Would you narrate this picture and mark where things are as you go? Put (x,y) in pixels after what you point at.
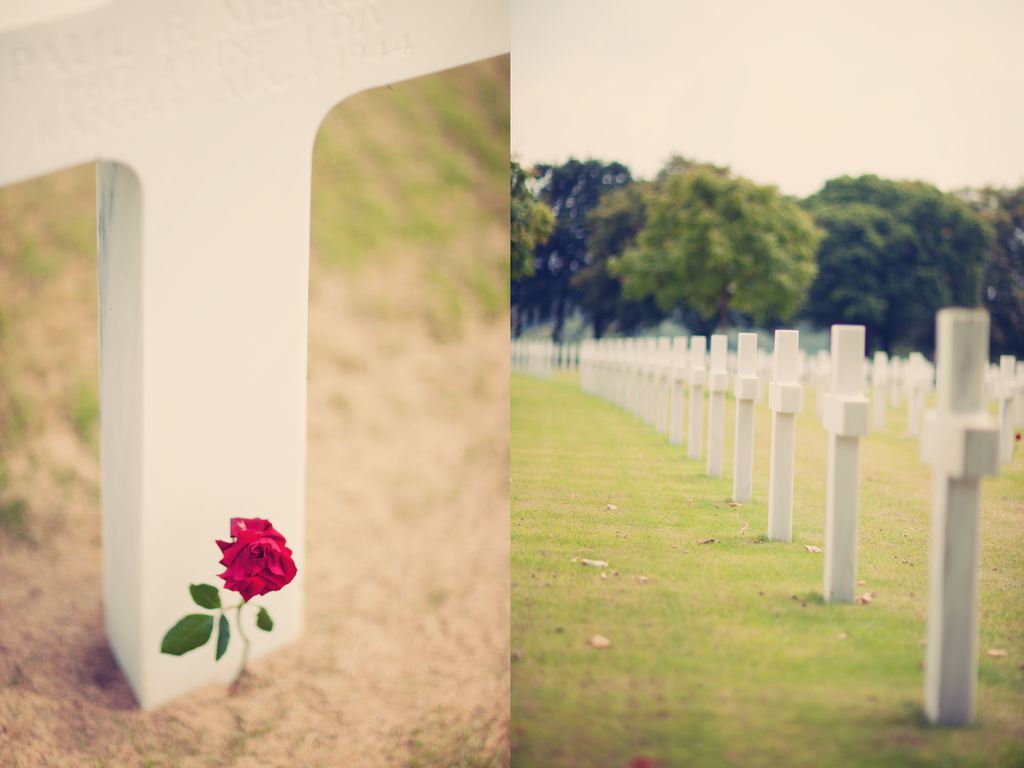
This picture is collage of two images. On the left side (242,627) there is a flower (259,588) in the center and there is a white colour stone (222,329). On the right side (790,403) there are stones (776,418) which are white in colour and there are trees (784,229) and the sky (743,100) is cloudy and there is grass (675,625) on the ground (669,613).
